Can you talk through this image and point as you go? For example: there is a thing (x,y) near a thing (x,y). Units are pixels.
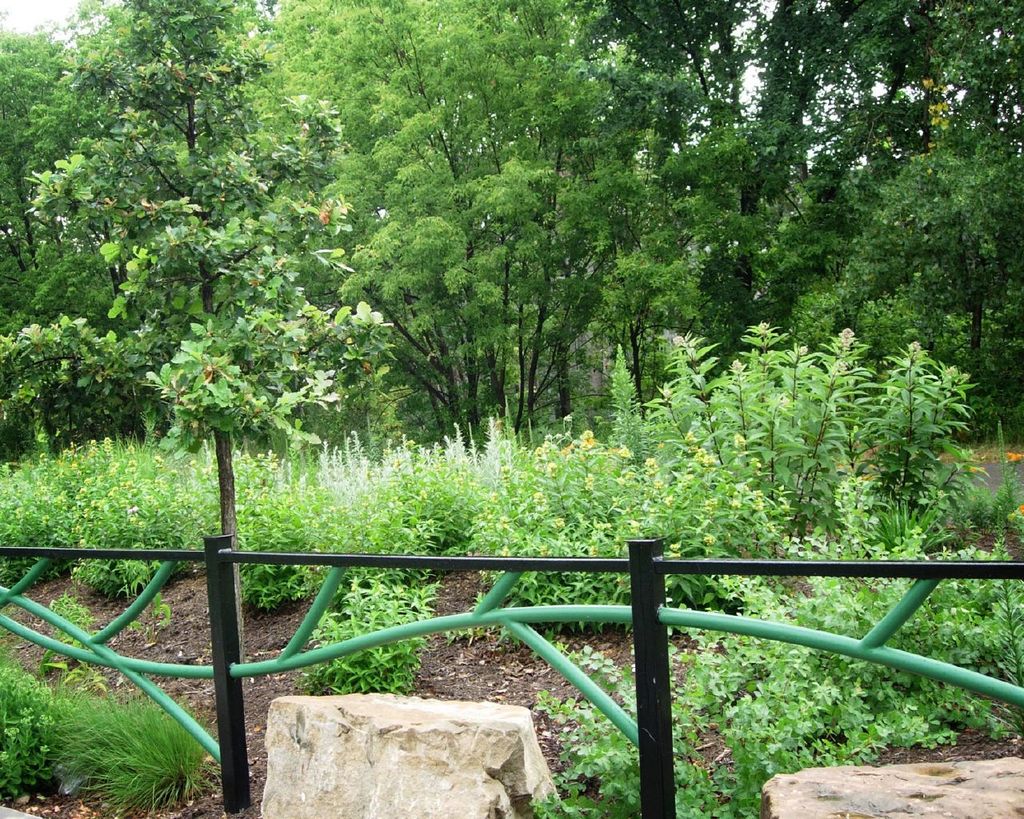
In this image I can see Iron railing (165,558), two stones (426,763), grass (165,733) and plants (424,470) in the front (775,539). In the background (671,227) I can see number of trees (565,156) and the sky (45,17).
